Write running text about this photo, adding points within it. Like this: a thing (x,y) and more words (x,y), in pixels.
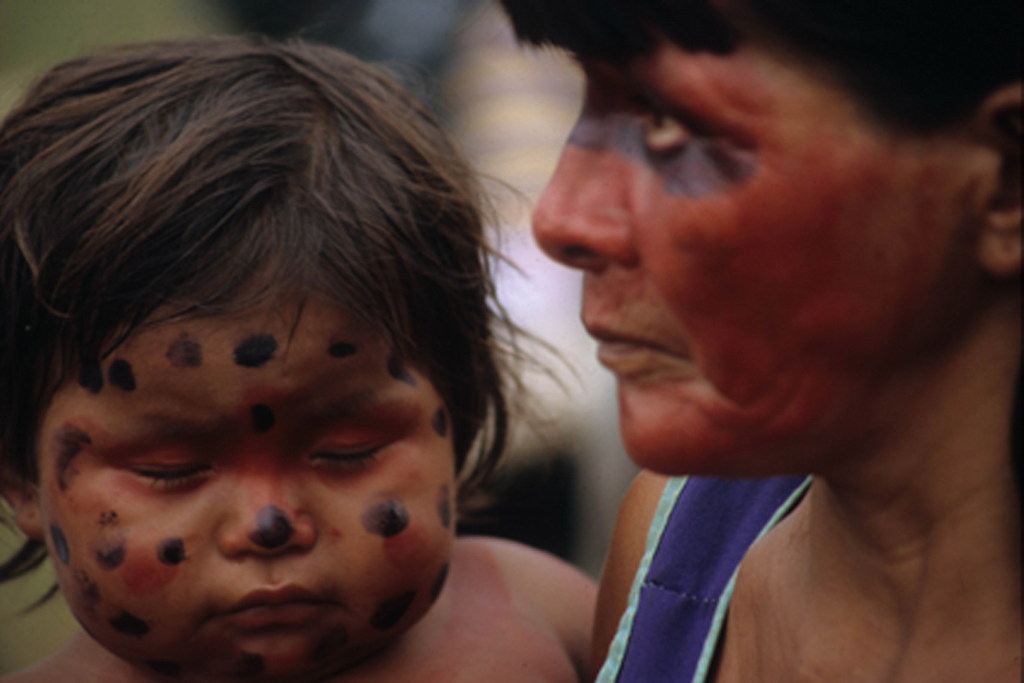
In this image we can see two persons (270,501). A lady (799,471) is carrying a baby (569,562).
